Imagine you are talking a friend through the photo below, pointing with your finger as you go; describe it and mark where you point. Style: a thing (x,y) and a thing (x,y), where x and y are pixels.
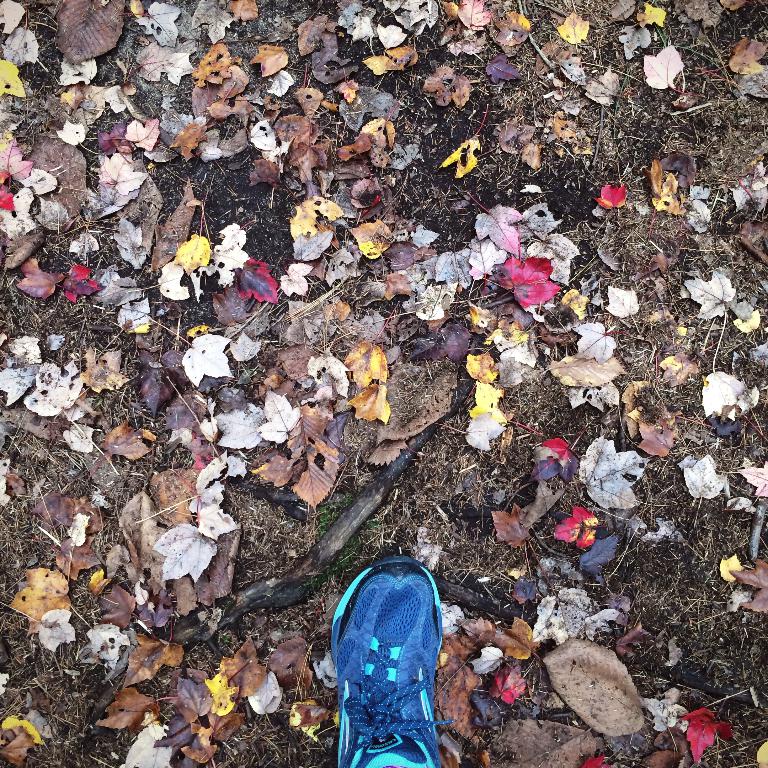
In this image we can see a shoe (389,617), some dried leaves (374,324) and grass (441,465) on the ground (459,449).
